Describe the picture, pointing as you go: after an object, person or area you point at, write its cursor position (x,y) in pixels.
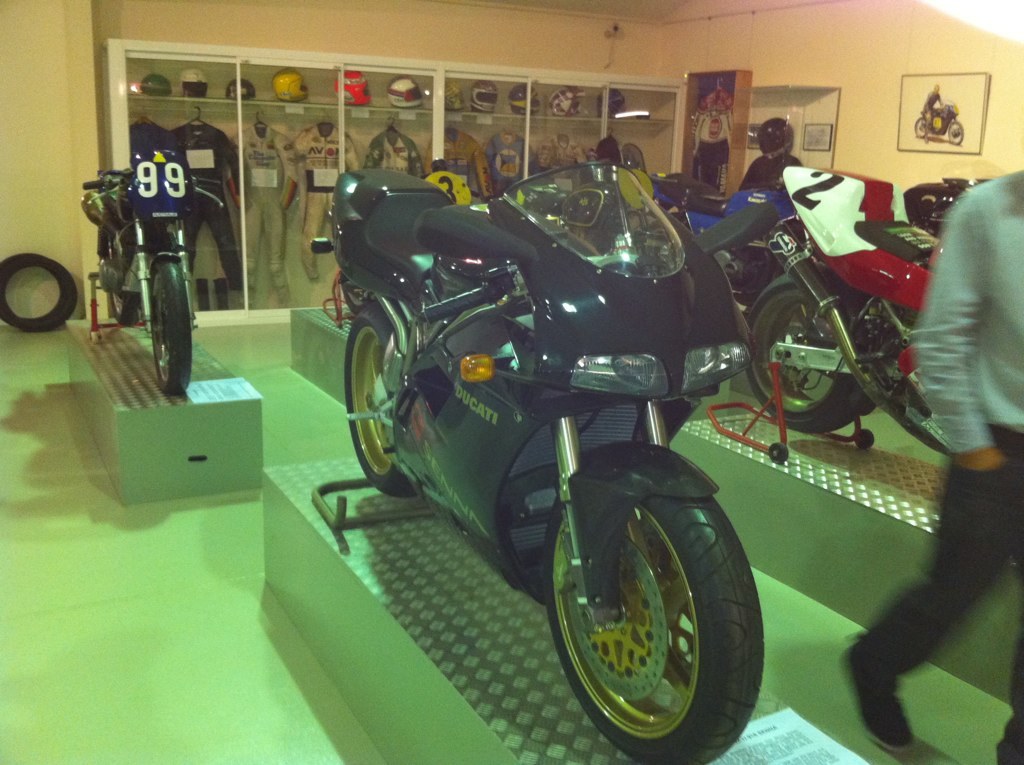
In this image we can see few motorbikes (582,172). On the right side (955,299), we can see a person (955,299). Behind the motorbikes (409,236) we can see a wall (212,36) and a glass (173,121). Through the glass (374,130) we can see a group of dresses (382,150) and helmets (555,103). On the top right (907,115), we can see a poster (922,117) and a frame (923,108) on the wall (874,92).
